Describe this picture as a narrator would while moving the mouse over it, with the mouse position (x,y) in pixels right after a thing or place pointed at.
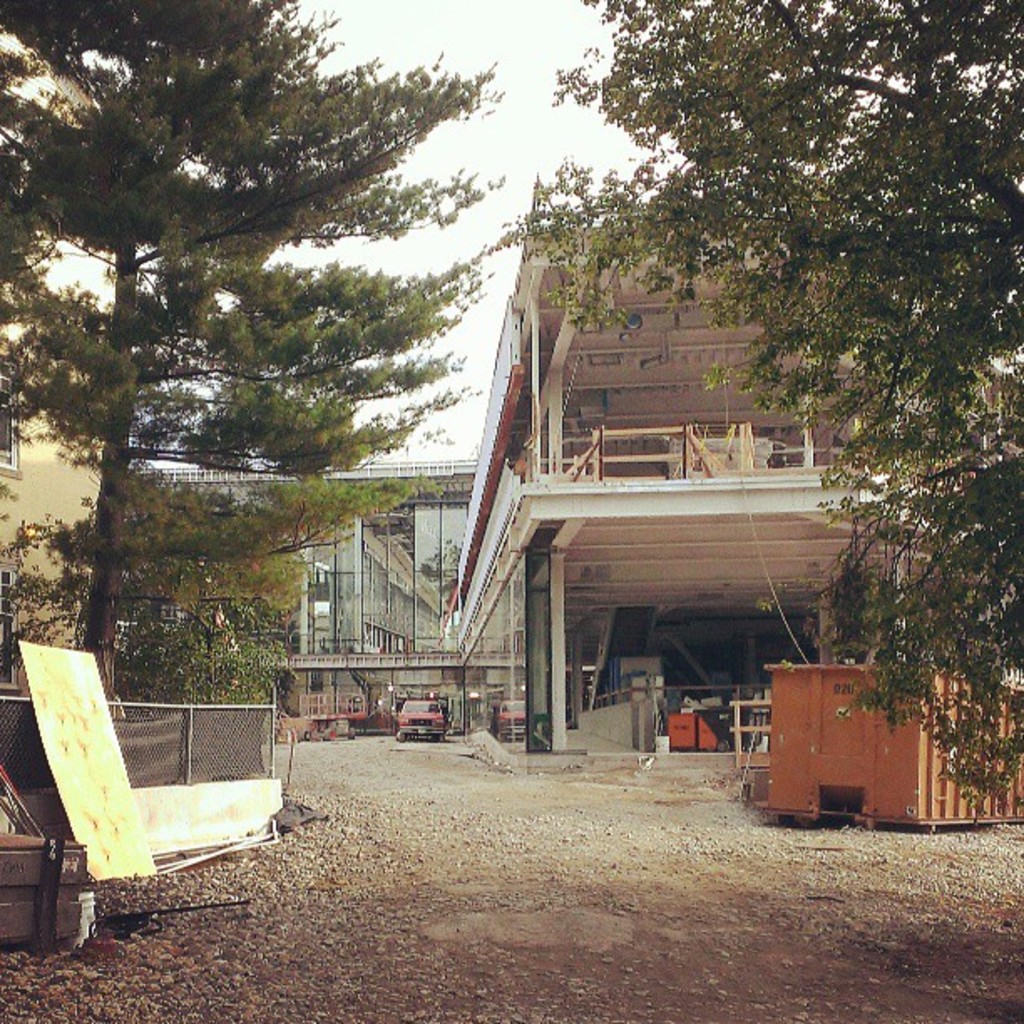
As we can see in the image there are trees (112,371), buildings (418,465), fence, vehicle (442,725) and sky (498,107).
